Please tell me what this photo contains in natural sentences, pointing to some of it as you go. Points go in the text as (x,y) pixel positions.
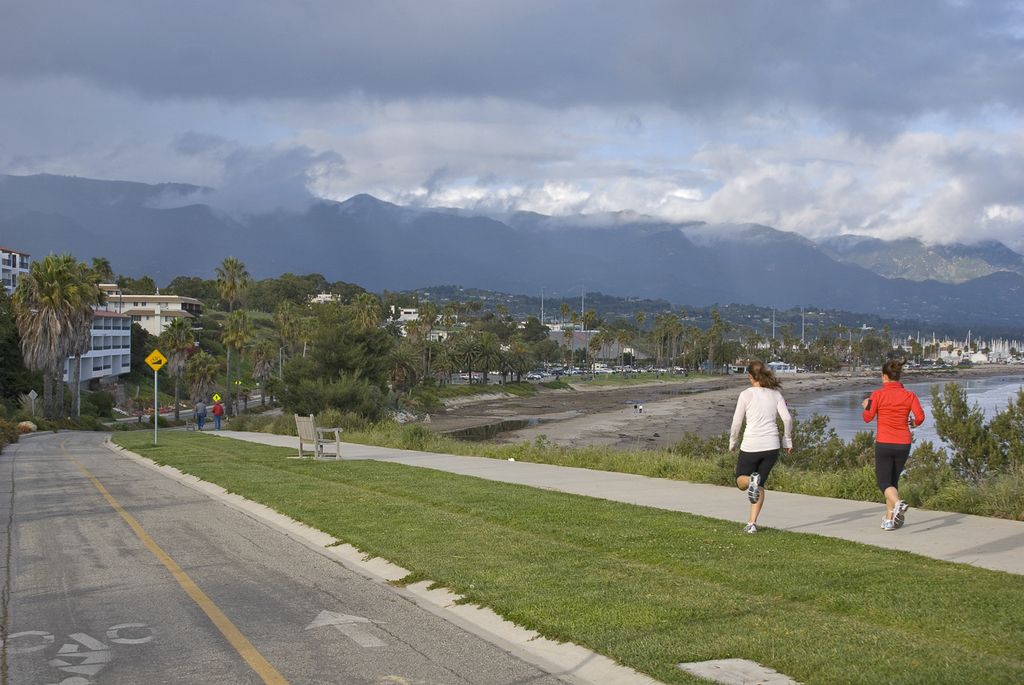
In the picture we can see a part of the road (455,634), beside it, we can see a grass surface (190,465) and on it we can see a pole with a board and a bench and we can see two people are jogging on the surface (777,576) and in the background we can see the water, trees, buildings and the sky (902,184) with clouds (469,198).
